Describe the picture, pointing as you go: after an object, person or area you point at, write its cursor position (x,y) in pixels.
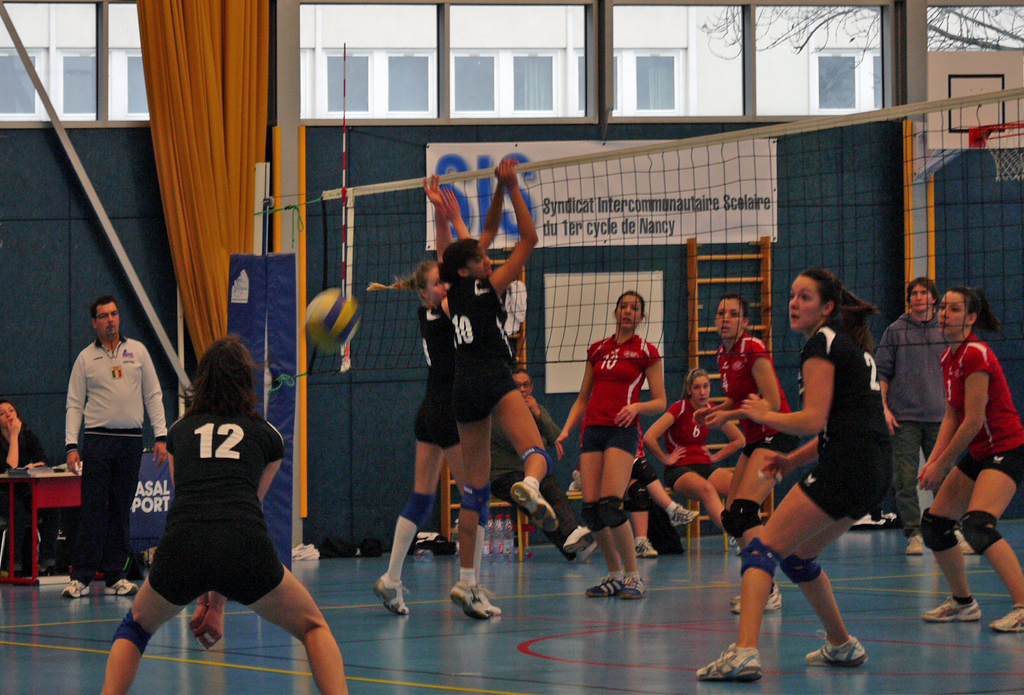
In this picture there are some women (719,365) playing the volleyball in the court (507,628). In the center (656,251) we can see the black color net (761,222). In the background (326,91) there is a blue color wall (838,240) with glass window (343,62) and yellow color curtain (199,213).
